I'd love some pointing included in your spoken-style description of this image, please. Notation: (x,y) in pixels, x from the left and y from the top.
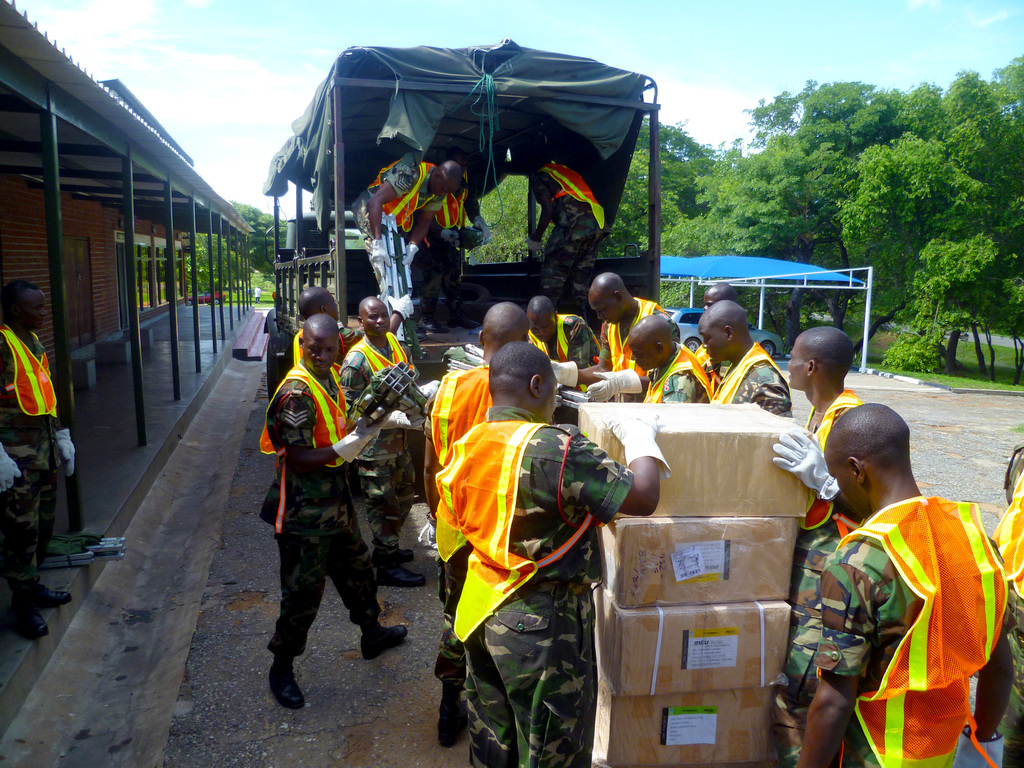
In this picture I can see there are a group of people (653,454) standing here and there are some boxes (744,553) here and in the backdrop (177,264) there is a building (168,280) here on the left (101,302) and there are trees (725,195) and the sky (678,47) is clear.
